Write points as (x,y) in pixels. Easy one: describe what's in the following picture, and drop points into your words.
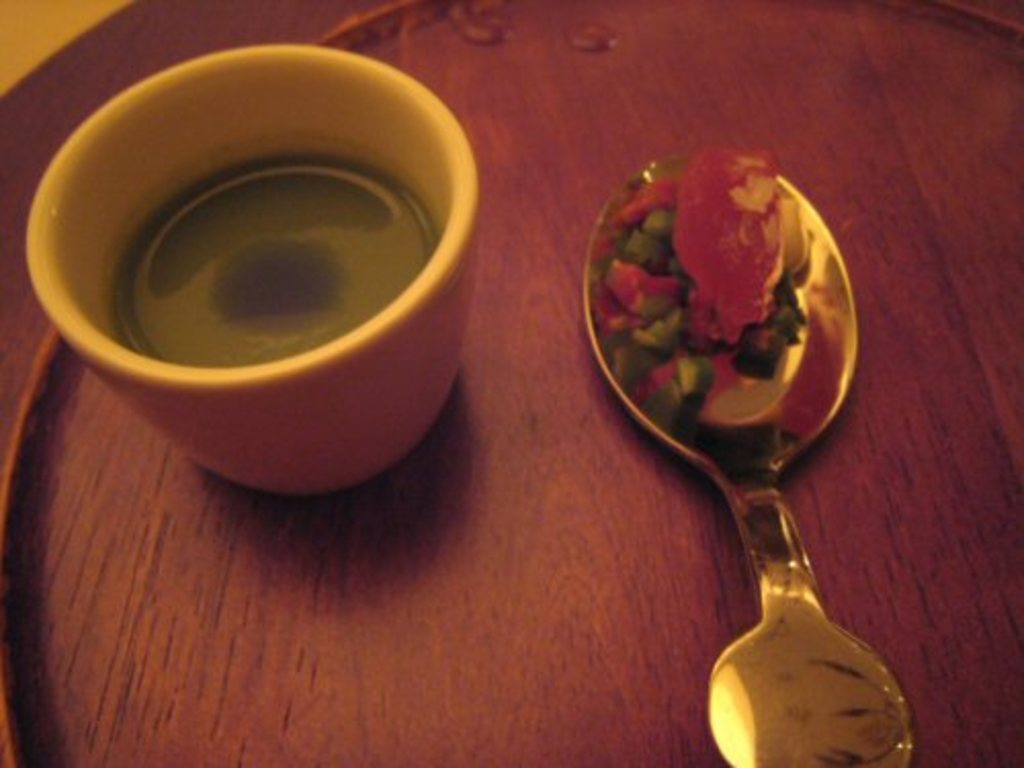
There is a cup (334,470) and a spoon (722,405) on a wooden surface (630,464), it seems like some food items (659,206) on the spoon (708,416).
